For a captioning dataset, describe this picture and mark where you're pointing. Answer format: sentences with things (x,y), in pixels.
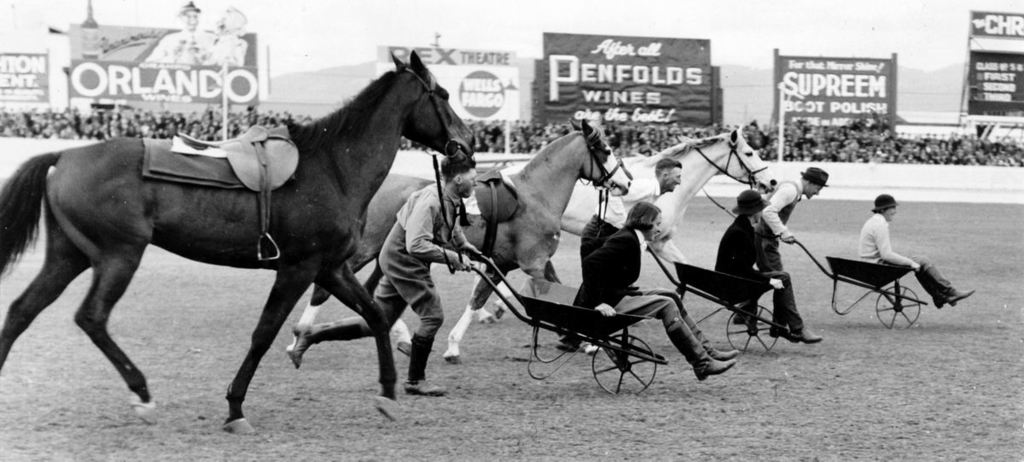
Here we can see a group of people (427,220) who are pushing trolleys (661,261) with a person (612,270) in that and a group of horses (668,201) present, behind them there are audience (788,134) present and there are hoardings (673,68) here and there
